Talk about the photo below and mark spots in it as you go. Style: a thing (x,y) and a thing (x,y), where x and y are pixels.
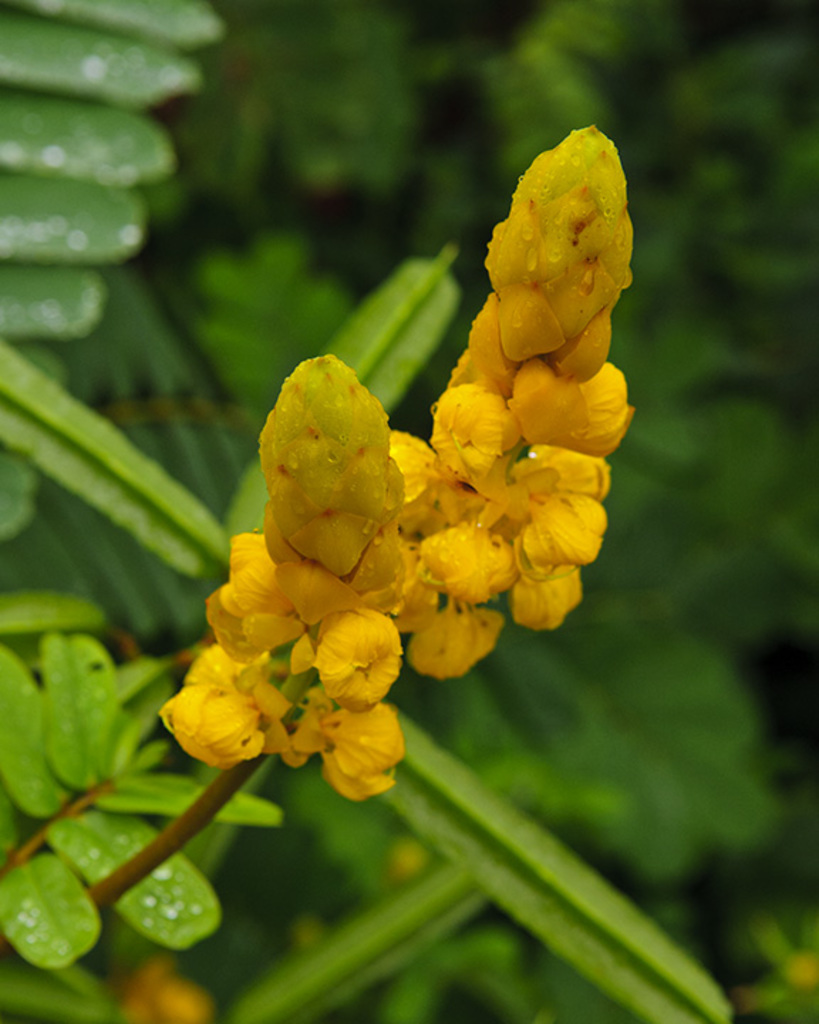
In this image, we can see flower buds (418,490), stems (308,675) and leaves (625,975). In the background (81,988), we can see the blur view and greenery (250,486).
